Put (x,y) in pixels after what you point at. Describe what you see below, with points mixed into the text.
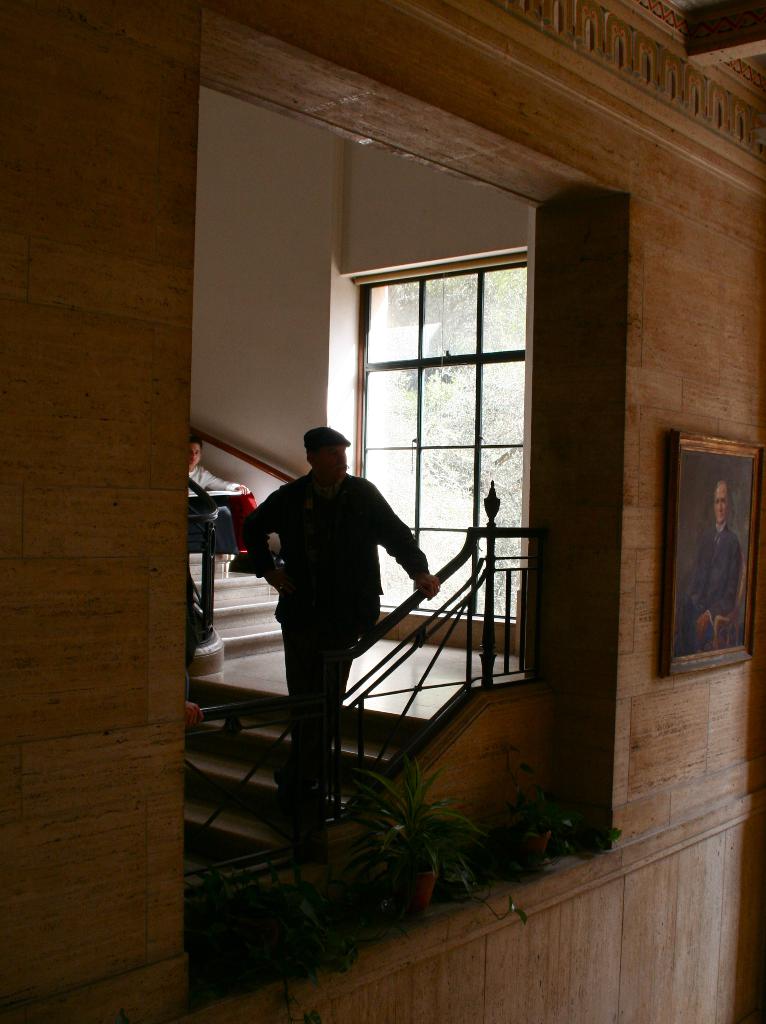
In this image we can see person (318,584) standing on the stairs (272,754). On the right side of the image (668,563) we can see photo frame (676,556) to the wall (633,610). In the background (452,344) we can see person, stairs (205,642), window (422,398) and wall (250,281).
